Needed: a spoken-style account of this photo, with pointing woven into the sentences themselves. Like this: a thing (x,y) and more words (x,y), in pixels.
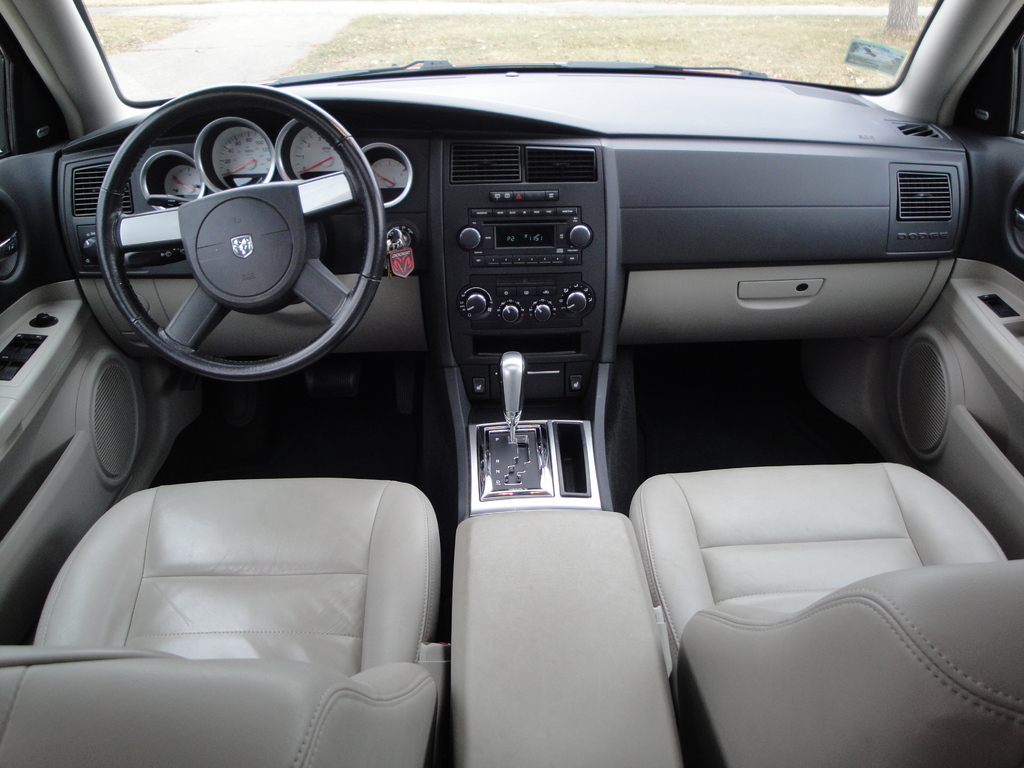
This is the picture of a vehicle (581,415) in which there is a steering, gear (515,431), readings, buttons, seats (103,705) and some other things (467,377).
